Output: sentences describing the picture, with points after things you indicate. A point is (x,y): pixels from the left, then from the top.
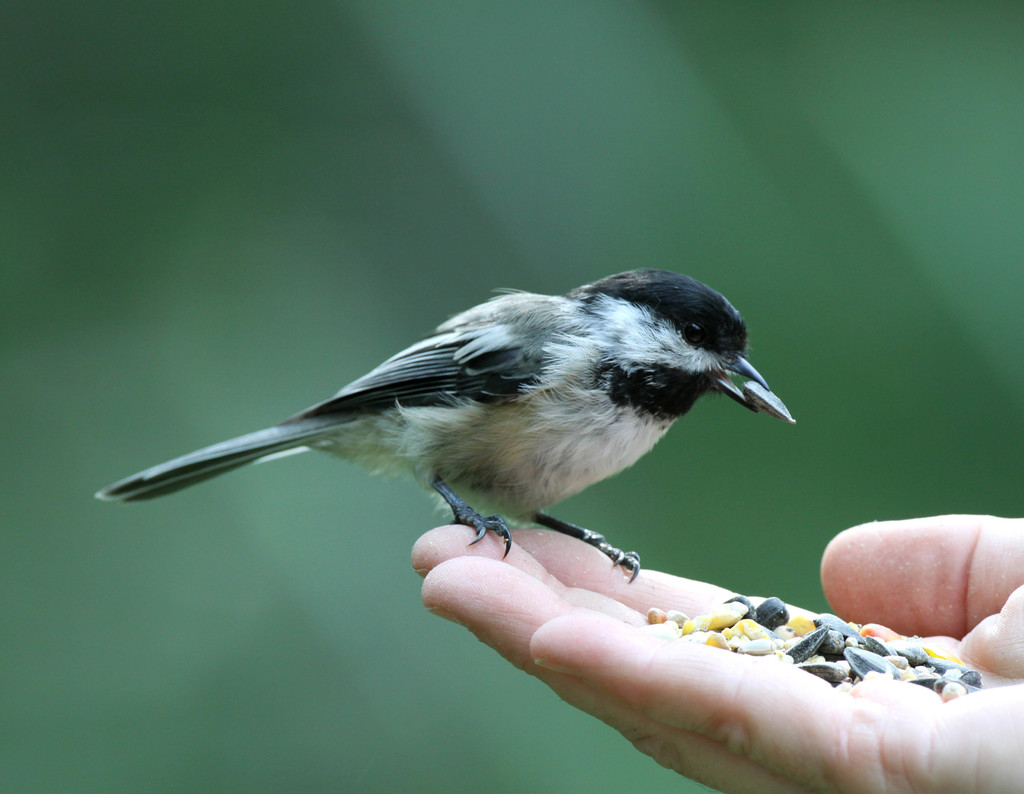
In the image there is a bird (490,331) standing on hand (1003,687) with grains (827,638) in it and the background (376,194) is blurry.
